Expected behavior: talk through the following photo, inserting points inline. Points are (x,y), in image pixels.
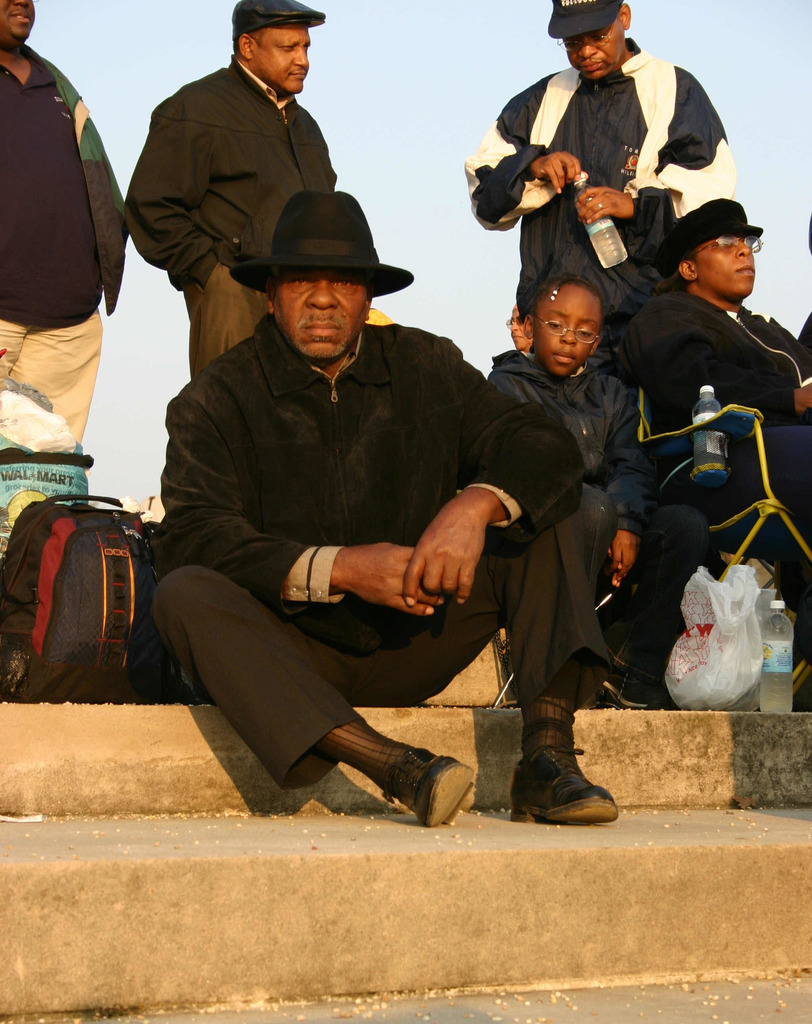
In this image we can see a few people (498,413) among them some are sitting and some are standing, we can see some water bottles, bag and cover bag (695,589), in the background (483,278) we can see the sky (463,264).
